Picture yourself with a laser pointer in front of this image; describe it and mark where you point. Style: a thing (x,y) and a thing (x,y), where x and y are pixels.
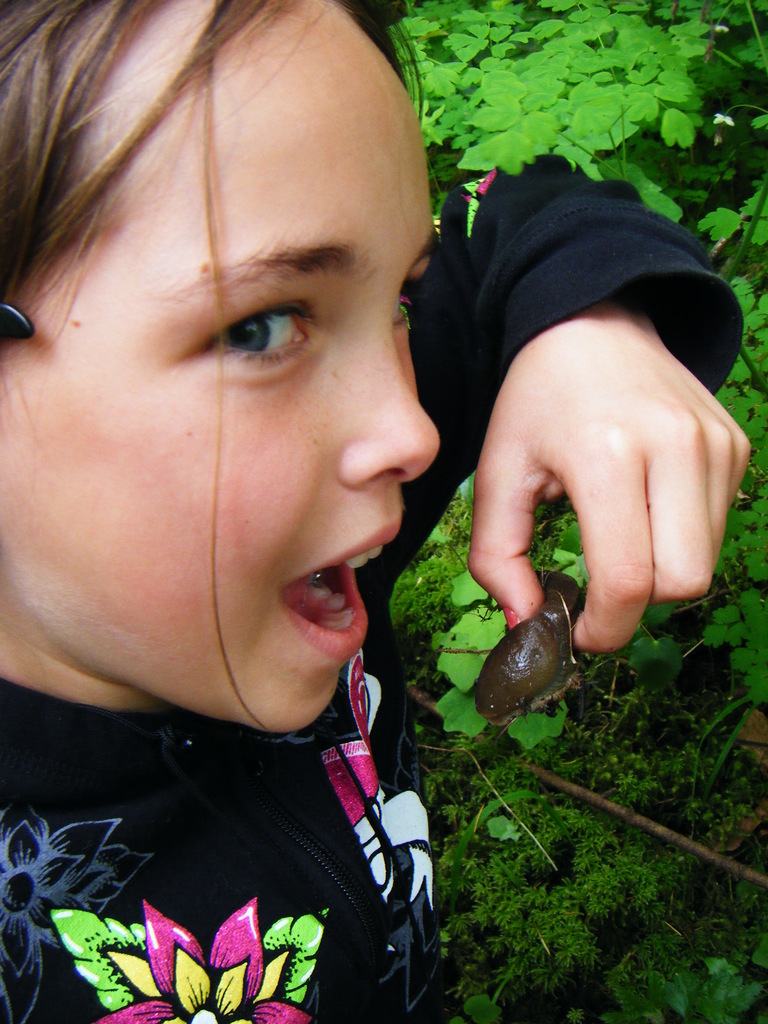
In the foreground of this image (269,590), there is a girl (319,657) holding slug (558,632) in her hand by opened mouth (345,600). In the background (751,369), there are moss (624,869) and plants (626,879).
